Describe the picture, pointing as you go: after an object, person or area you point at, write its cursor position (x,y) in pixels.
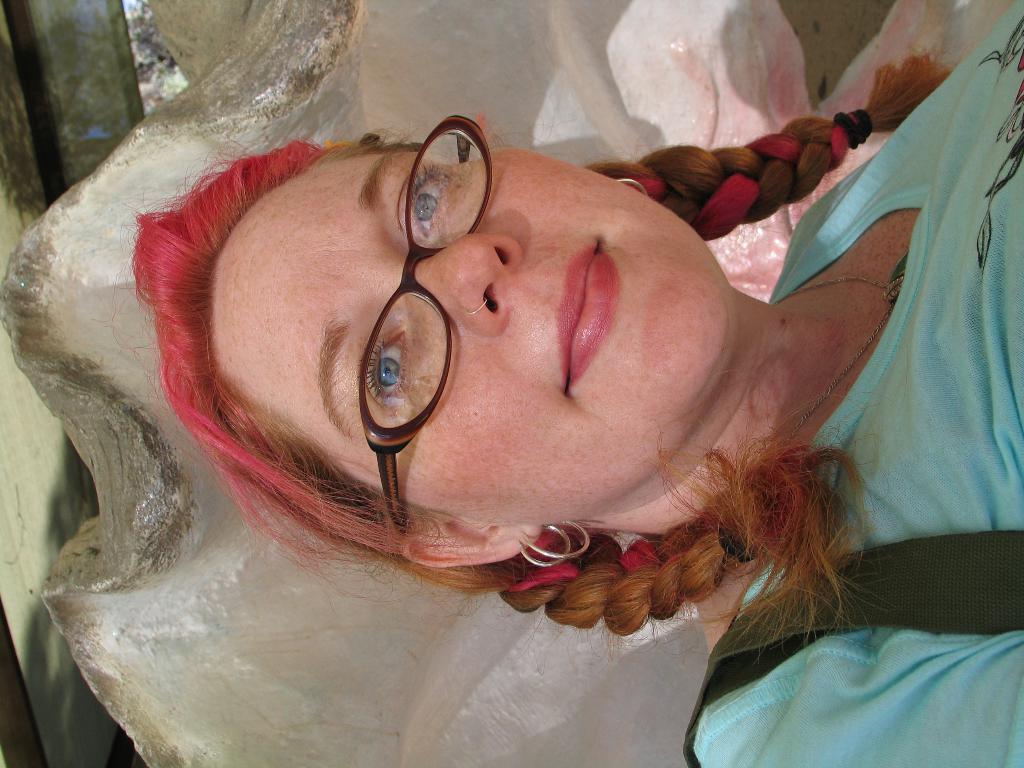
In this image we can see a woman (891,387). She is wearing a blue color T-shirt (941,410) and carrying bag (834,629). In the background (260,590), we can see a structure (139,424).
